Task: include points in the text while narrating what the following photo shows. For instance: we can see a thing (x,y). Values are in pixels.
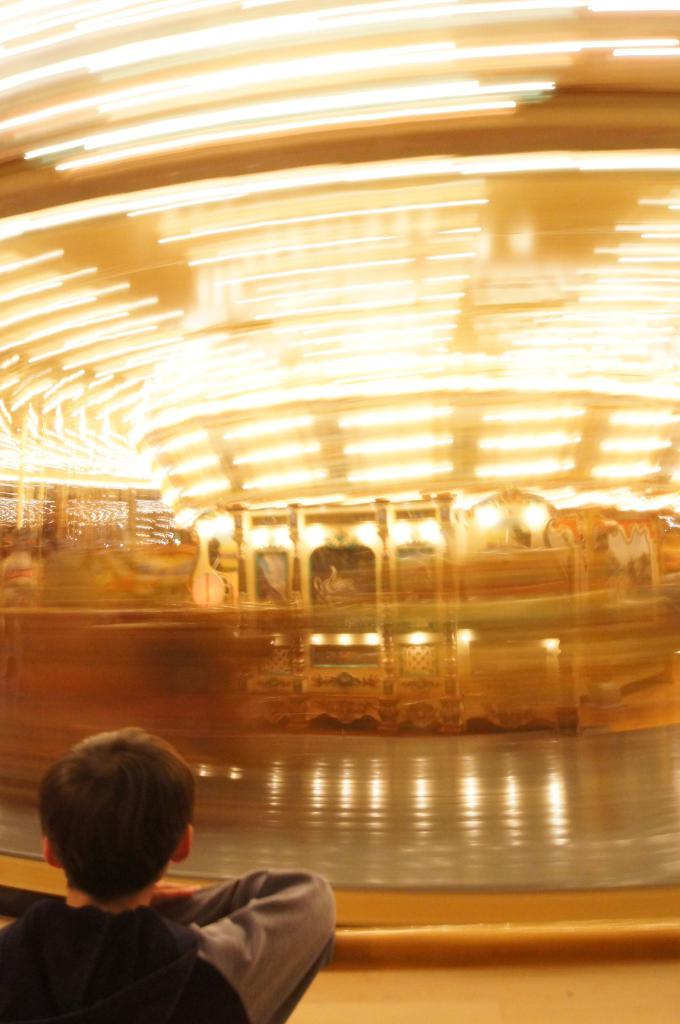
Here in this picture in the front (187,777) we can see a person (86,909) present over a place and in front of him we can see a carousel (421,730) and on the roof (375,284) we can see number of lights (384,284) present.
